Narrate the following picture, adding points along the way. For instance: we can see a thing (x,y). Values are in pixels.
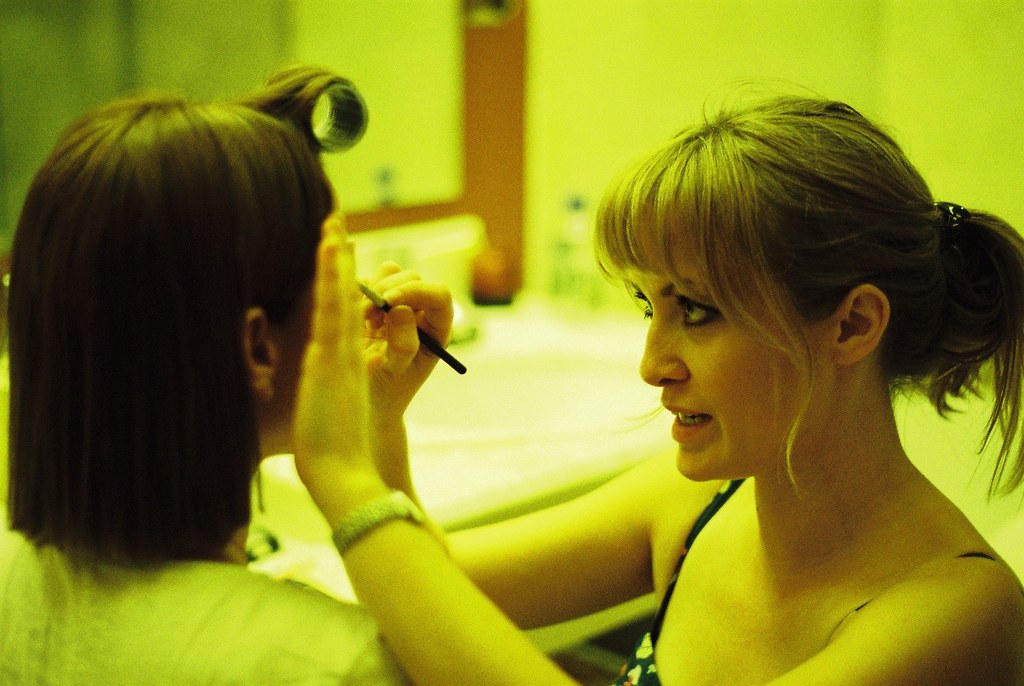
In this image I can see on the right side (844,425) a woman (847,545) is looking at the left side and also touching another person (237,398), at the top (156,3) it looks like a mirror (400,15).
